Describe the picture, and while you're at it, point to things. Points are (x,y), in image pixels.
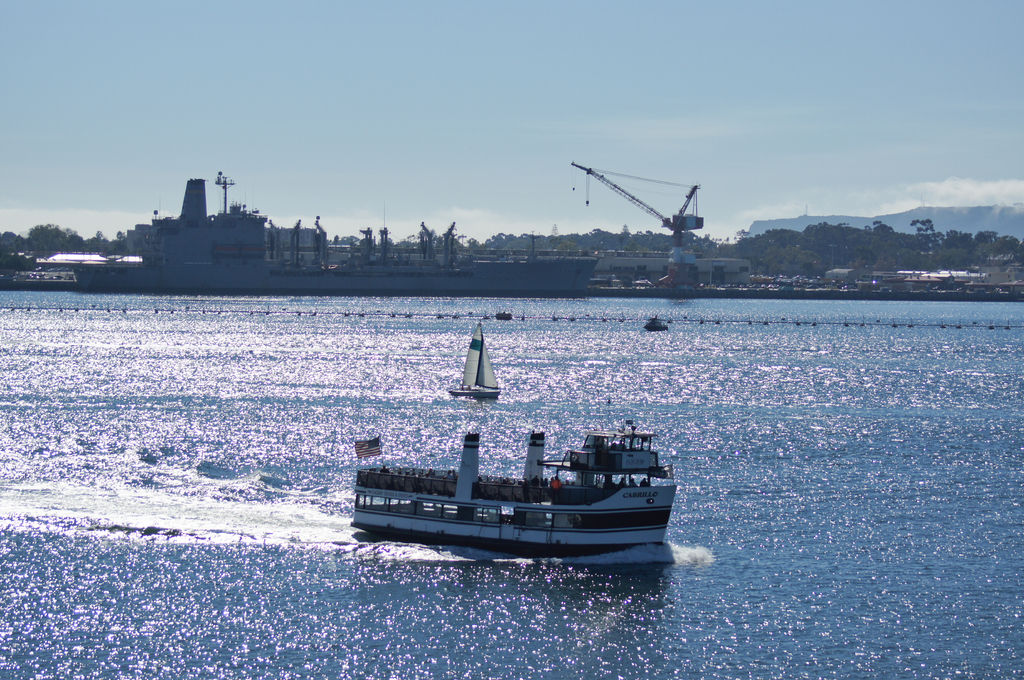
In this image there is a ship (593,469) sailing on a sea (950,346), in the background (844,249) there is a harbour crane (677,226) and trees (651,238).
